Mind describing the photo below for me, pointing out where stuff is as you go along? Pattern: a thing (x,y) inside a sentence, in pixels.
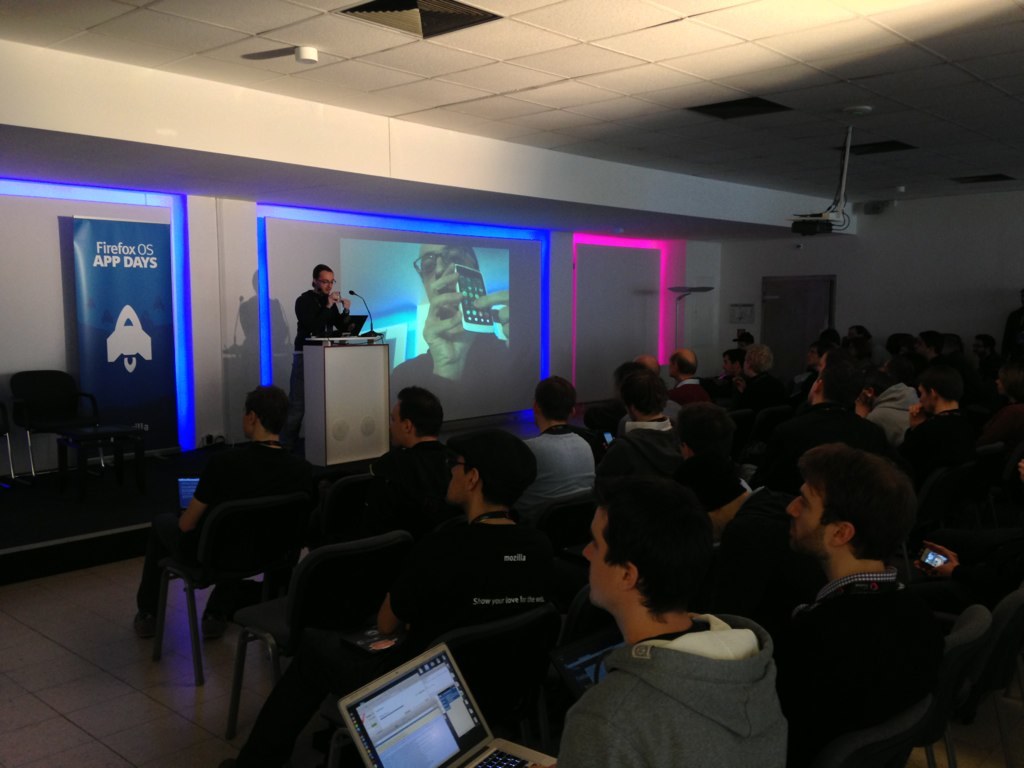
There is a man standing behind the desk (348,346) and speaking something in microphone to the crowd (422,418) and behind him there is a screen (467,314) displayed some thing about the phone (488,323) and there is a banner (147,385) showing Firefox OS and in front of them there is a crowd (719,426) sitting and listening to man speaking to them. Few of them (409,590) started working on laptops (387,706) and few of them (1001,560) operating phones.
